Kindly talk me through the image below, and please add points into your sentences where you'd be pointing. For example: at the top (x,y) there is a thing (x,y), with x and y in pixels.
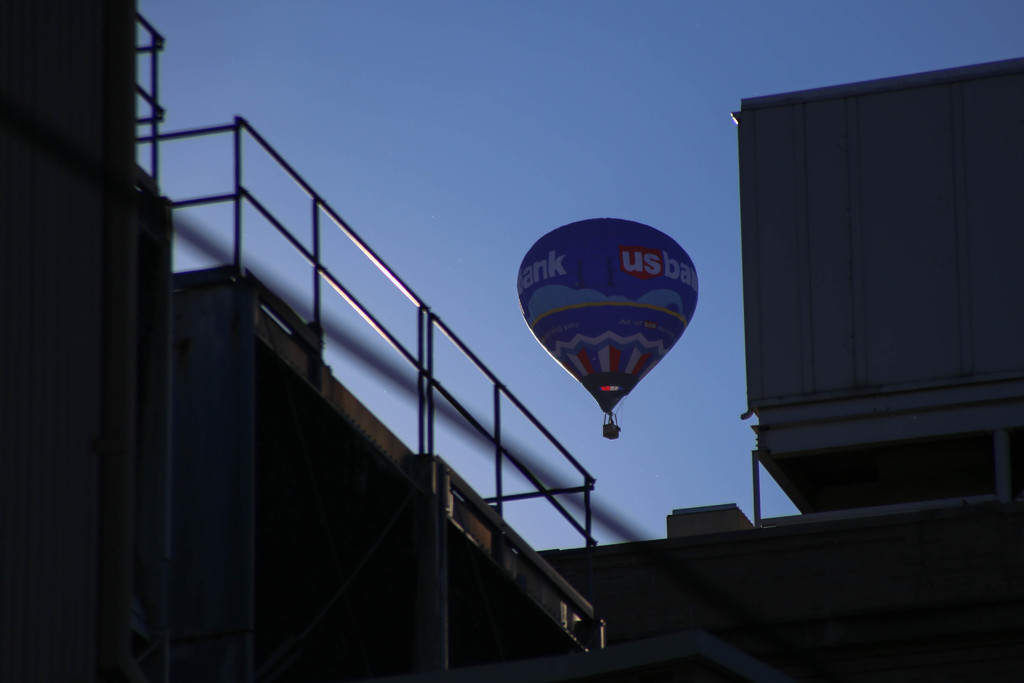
In the center of the image (580,289) there is a air balloon (605,264) in the sky (645,443). In the foreground (268,542) we can see buildings (793,525). In the background (661,95) there is a sky (522,127).
